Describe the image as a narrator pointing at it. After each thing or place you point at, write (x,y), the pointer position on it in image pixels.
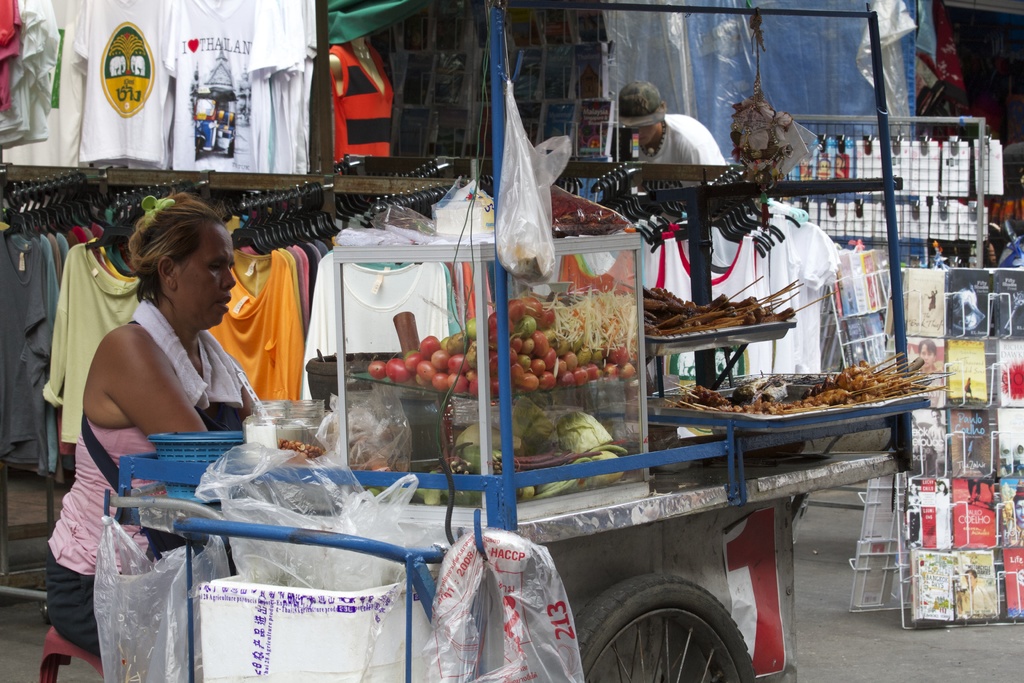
In this image, we can see people (145,387) and one of them is sitting on the chair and there is a cycle (634,528) and on the cycle (510,384), we can see a glass box (524,394) with some vegetables (476,378) and there is a tray (818,411) filled with some food items (752,387) and a jar (279,447) and some bags (241,543) which are hanging to the cycle (496,656) and in the background (357,123), we can see clothes (50,162) to the hangers (374,213) and there are sheets (745,58), curtains (817,65) and books (960,382) in the book stand (933,551) and there are some other cloths (376,95) and an object (742,129) which is hanging. At the bottom (848,632), there is road (827,633).
